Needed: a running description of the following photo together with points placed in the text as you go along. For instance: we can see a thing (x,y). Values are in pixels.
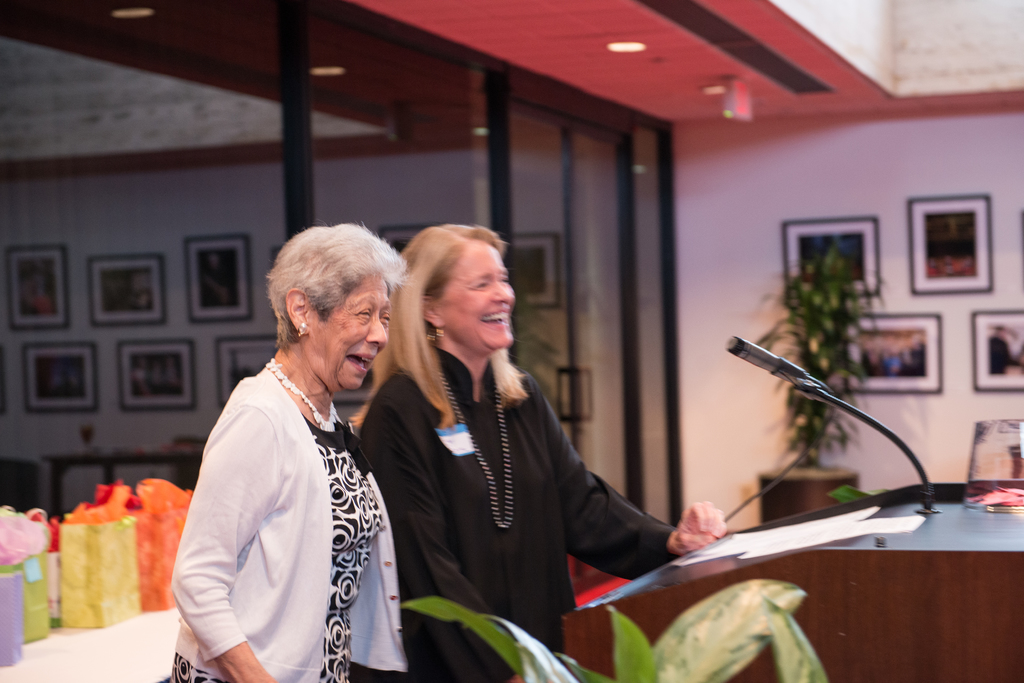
In this image I can see two women (335,443) and I can see smile on their faces (338,319). I can see one is wearing white dress (202,605) and another one is wearing black. I can also see few plants (717,676), a podium (829,513), few white colour papers (701,553), a mic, few bags (123,576) and number of frames (54,267) on this wall (1001,266). I can also see few lights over here.
